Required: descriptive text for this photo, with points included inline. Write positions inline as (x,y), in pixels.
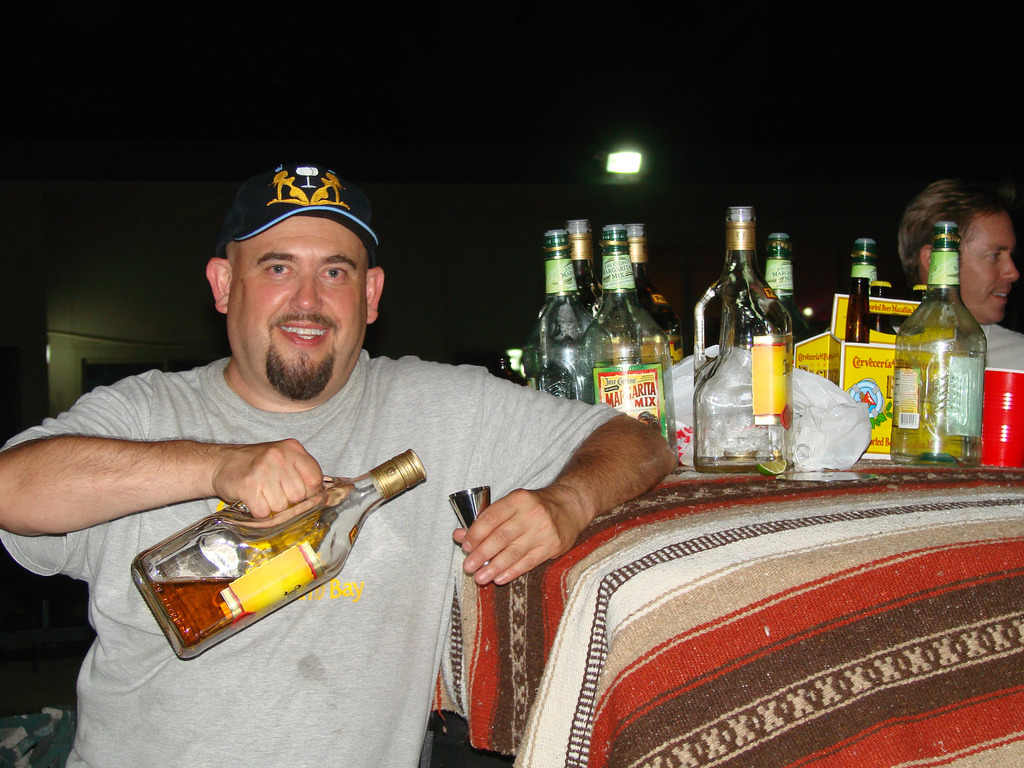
Here we can see a man (446,382) standing and holding a liquor bottle (301,525) in his hands (282,471), and at back (762,352) here are many bottles (752,309), and here is the light (611,163).
